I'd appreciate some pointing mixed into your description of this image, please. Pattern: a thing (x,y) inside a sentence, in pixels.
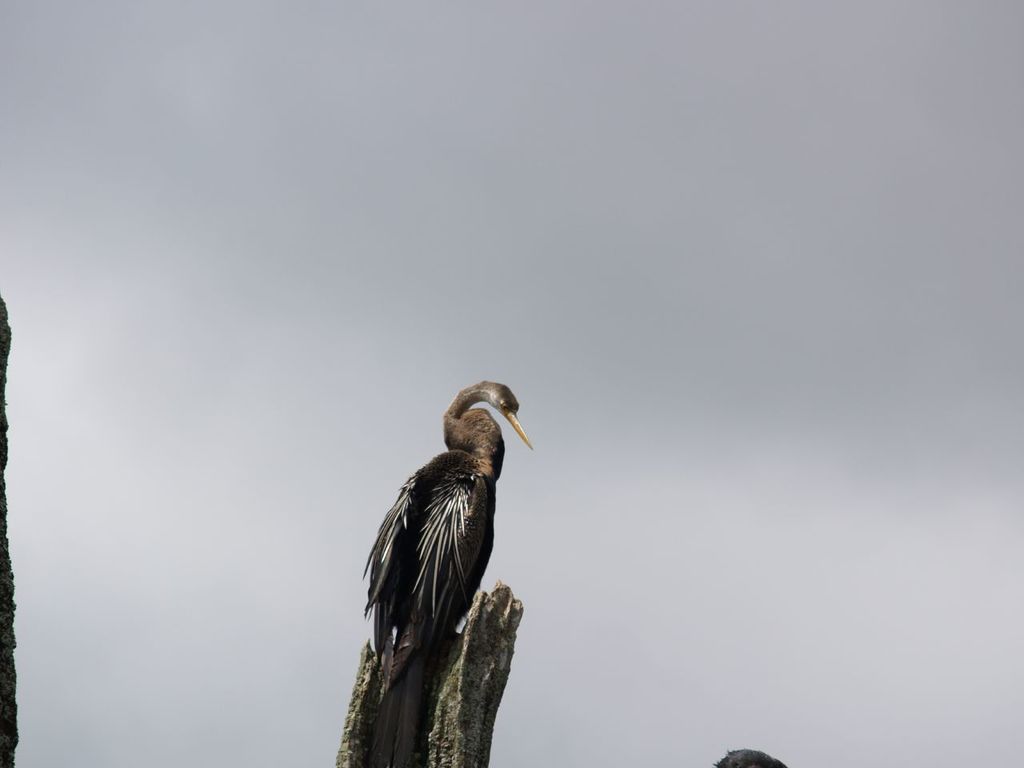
This image consists of a bird (398,627) in black color. At the bottom (435,746), we can see a tree (492,708). In the background (510,335), there is sky (989,326).
